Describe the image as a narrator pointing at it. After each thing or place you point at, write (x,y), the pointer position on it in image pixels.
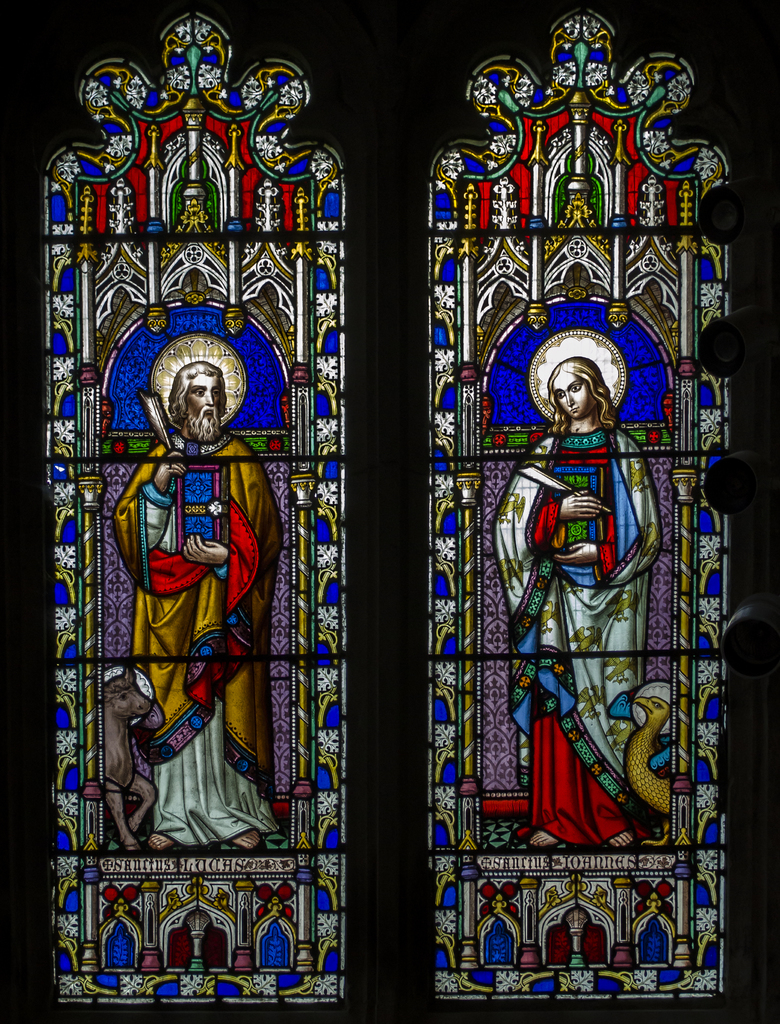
This picture shows designer glasses (189,57) to the window (468,383).
